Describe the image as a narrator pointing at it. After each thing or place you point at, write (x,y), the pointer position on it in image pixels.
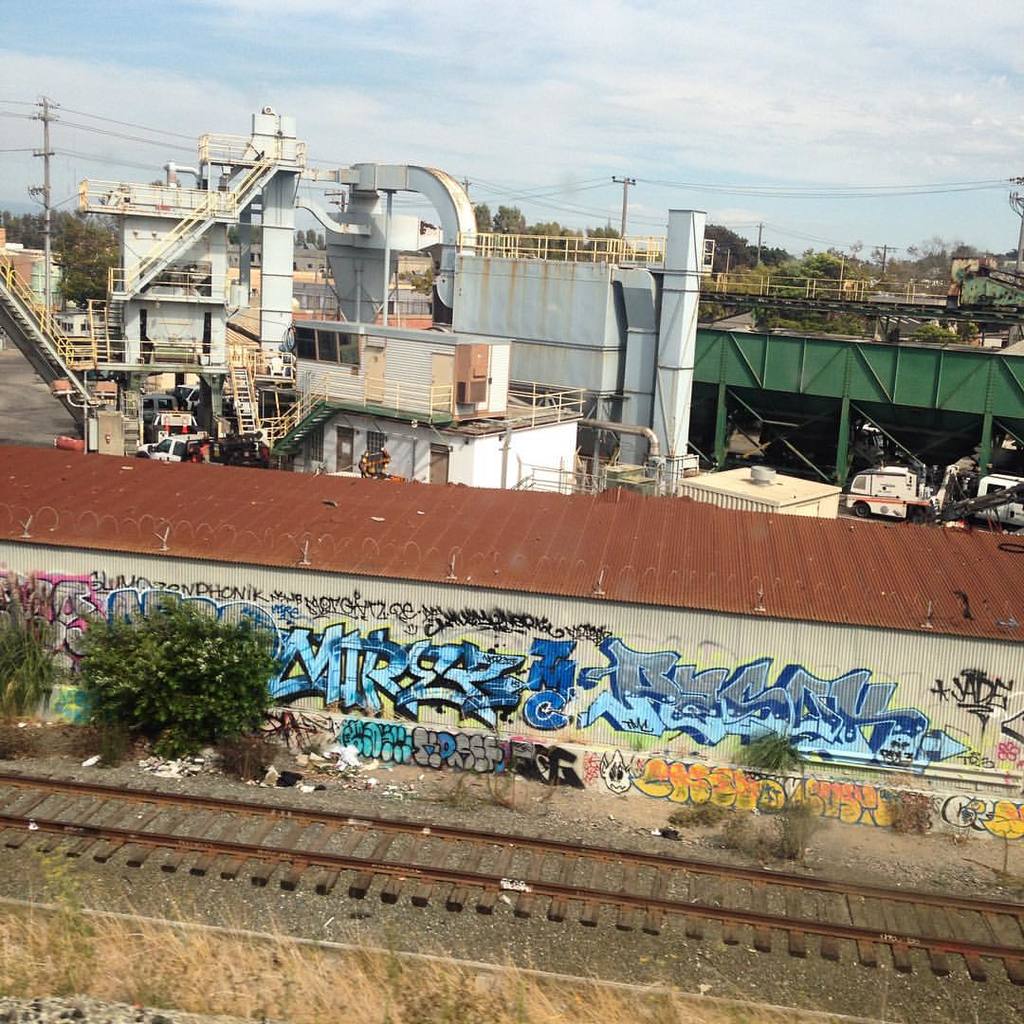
In this image we can see there are buildings (546,268), fence (199,281), railing (567,243), stairs (241,417) and in front of the building (307,385) there is a shed (581,575) and wall (577,677) with painting (502,695). And we can see a railway track (443,868), current poles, trees (748,251) and the sky (675,136).
